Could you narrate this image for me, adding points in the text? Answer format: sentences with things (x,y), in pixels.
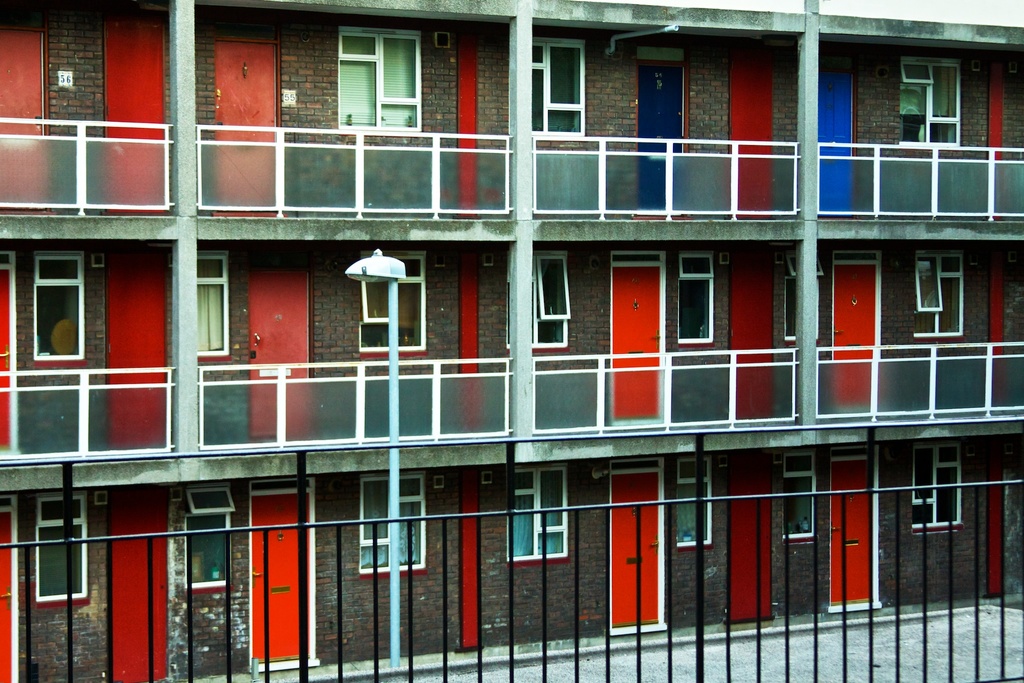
In this picture, there is a building (312,181) with door (265,117) and windows (228,314). Most of the doors (655,566) are in red in color and remaining are in blue in color. At the bottom (729,661), there is a fence (304,635). In the center (388,268), there is a pole (396,356) with light (377,274).
